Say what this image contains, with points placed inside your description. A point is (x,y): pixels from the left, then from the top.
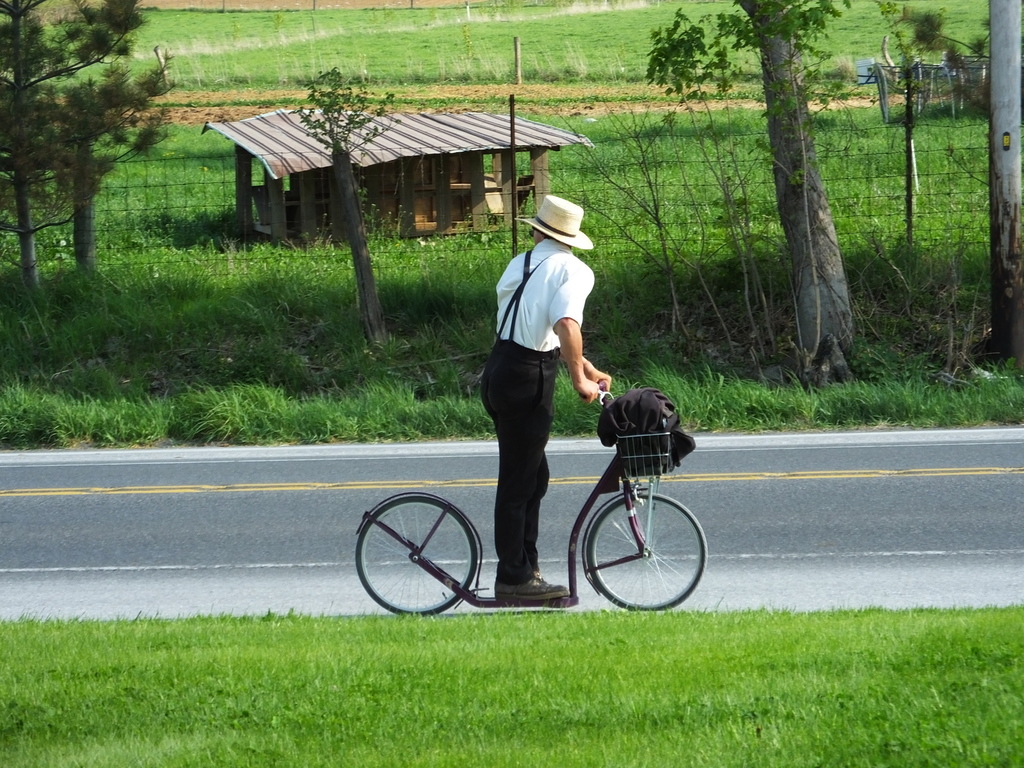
There is a man (537,467) standing on a cycle (469,589) which is on the road (791,564). There is a grass (724,631) on both sides of the road (829,463). In the background (773,13), there are trees (844,315), grass (286,270), a shed (414,215), field (286,68) and a plant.
